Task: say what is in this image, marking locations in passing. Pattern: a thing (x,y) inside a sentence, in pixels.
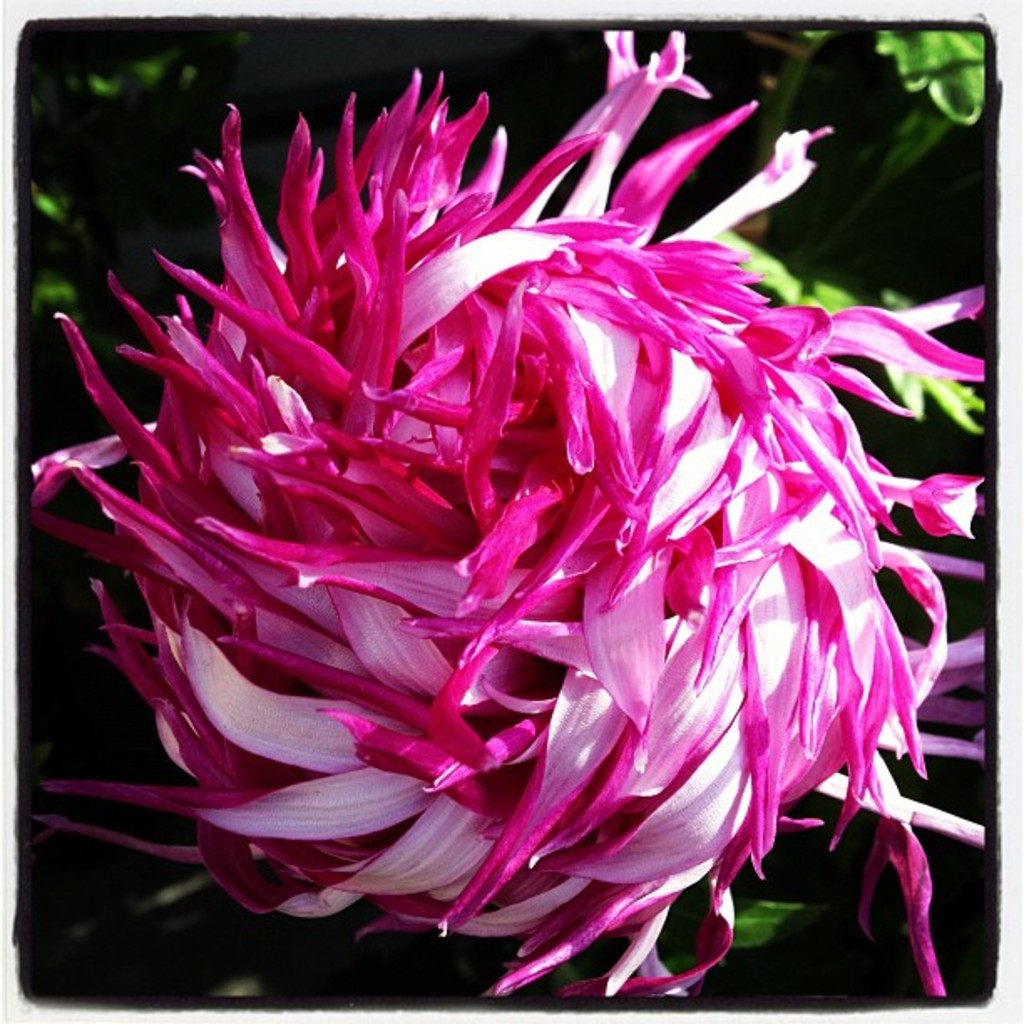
In this image we can see a flower (579,650) to a plant (926,126). There is a dark background (796,930) in the image.
